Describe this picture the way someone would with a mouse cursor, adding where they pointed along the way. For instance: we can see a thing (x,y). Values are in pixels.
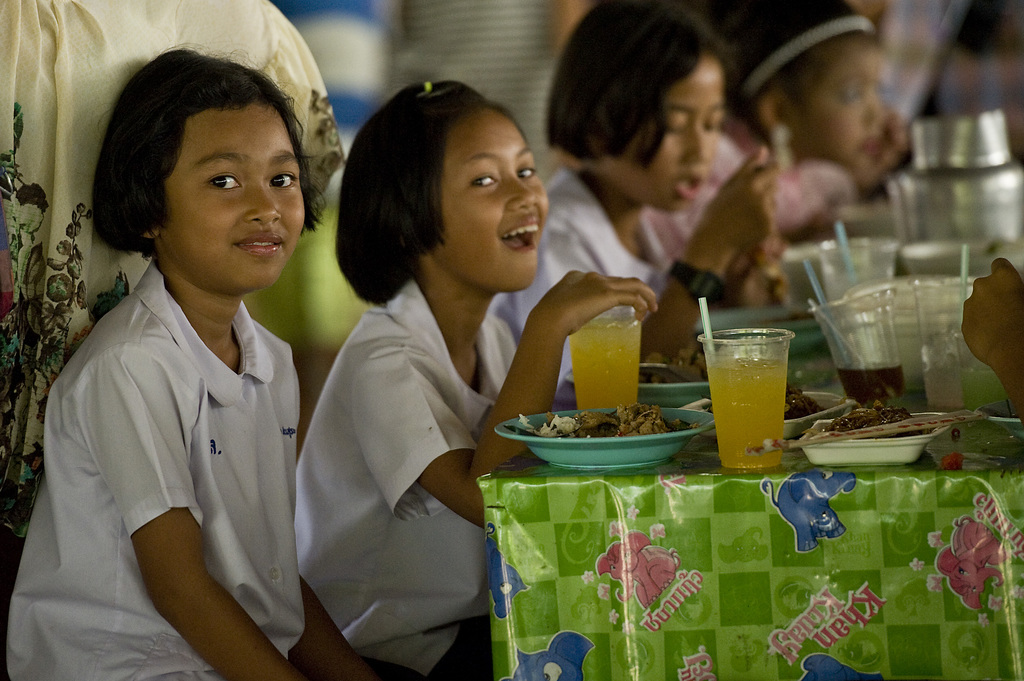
In the foreground of the pictures there are kids (386,311) in front of a dining table (711,358), on the table (854,317) there are glasses (756,336), drinks (865,385), plate (639,449), food items (637,430) and many other objects (675,373). On the table (665,565) there is a green color cloth (662,558). The background (915,49) is blurred.
